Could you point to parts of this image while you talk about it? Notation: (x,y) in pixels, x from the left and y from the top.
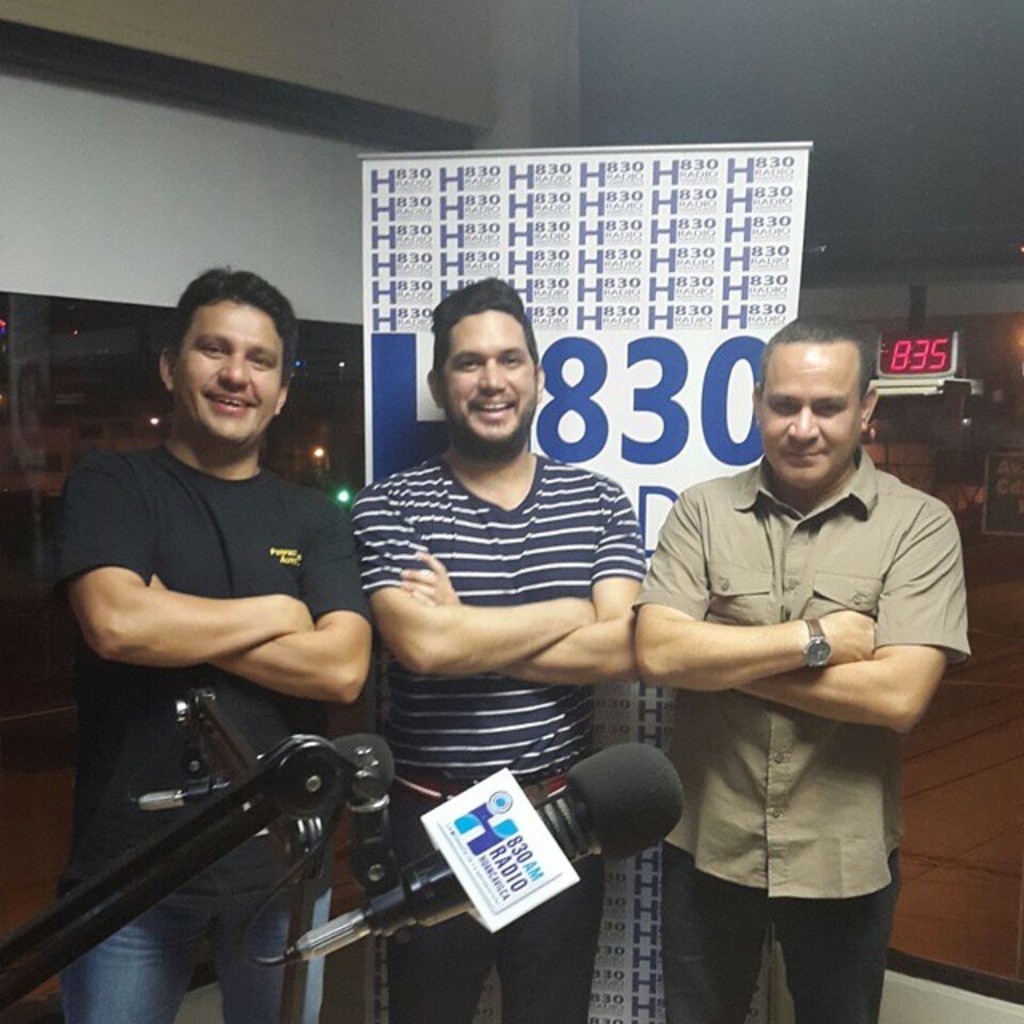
There are three men (631,525) standing and smiling. This is the mike (452,864), which is attached to the stand (268,791). This looks like a banner (662,220) with letters (652,285) on it. In the background (942,343), I can see a digital clock (914,339). I think this is the glass window (96,350).
